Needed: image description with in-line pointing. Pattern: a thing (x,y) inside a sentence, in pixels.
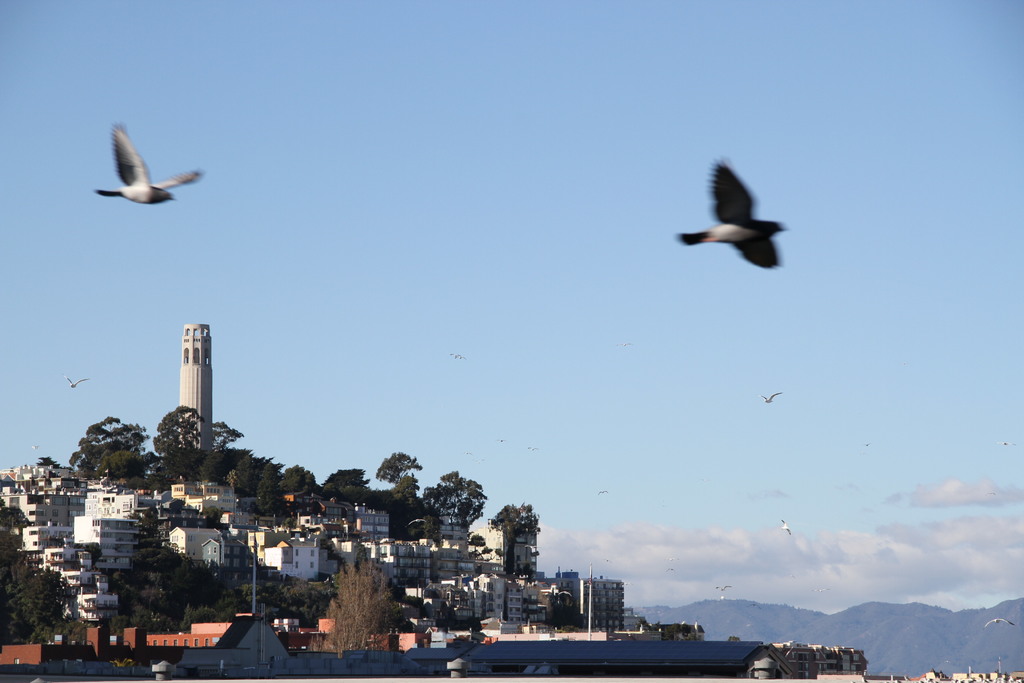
In this image we can see some birds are flying, there are some buildings (285,664), trees (137,579), poles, mountains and a tower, in the background (112,364), we can see the sky (415,335) with clouds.
